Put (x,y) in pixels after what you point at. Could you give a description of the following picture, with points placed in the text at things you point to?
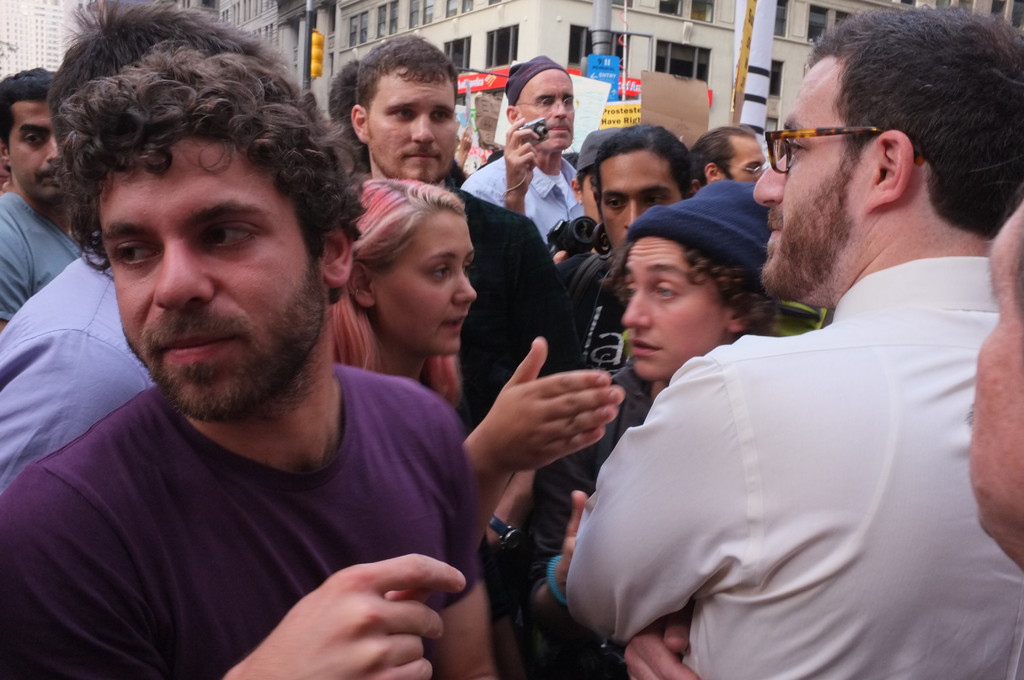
In this image we can see a group of people (672,315) standing. One person (405,418) is wearing violet t shirt (316,551). One person (718,219) is wearing a blue color cap (727,228). On the right side of the image (938,331) we can see a person (920,253) wearing spectacles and a white shirt (932,482). In the background (566,111), we can see a person (541,101) holding a camera (531,127) in his hand (519,145), a group of sign boards (590,103), building (518,49) with windows (781,72) and poles (303,84).
